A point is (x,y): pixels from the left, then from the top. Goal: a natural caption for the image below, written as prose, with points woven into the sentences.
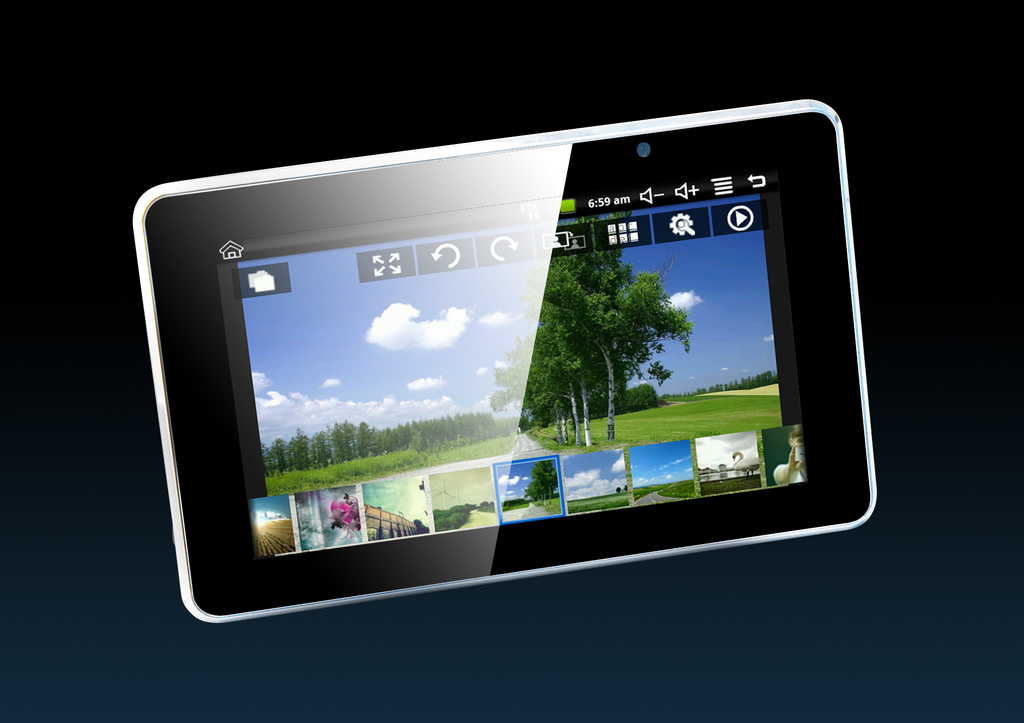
There is a tab (845,340) having a screen (731,385) in which, there is a menu (685,188), a wallpaper (653,303), trees (582,341), clouds (687,301) and grass (685,409) on the ground (763,399). And there are small images (647,468). Outside this tab (142,240), the background (812,47) is dark in color.
